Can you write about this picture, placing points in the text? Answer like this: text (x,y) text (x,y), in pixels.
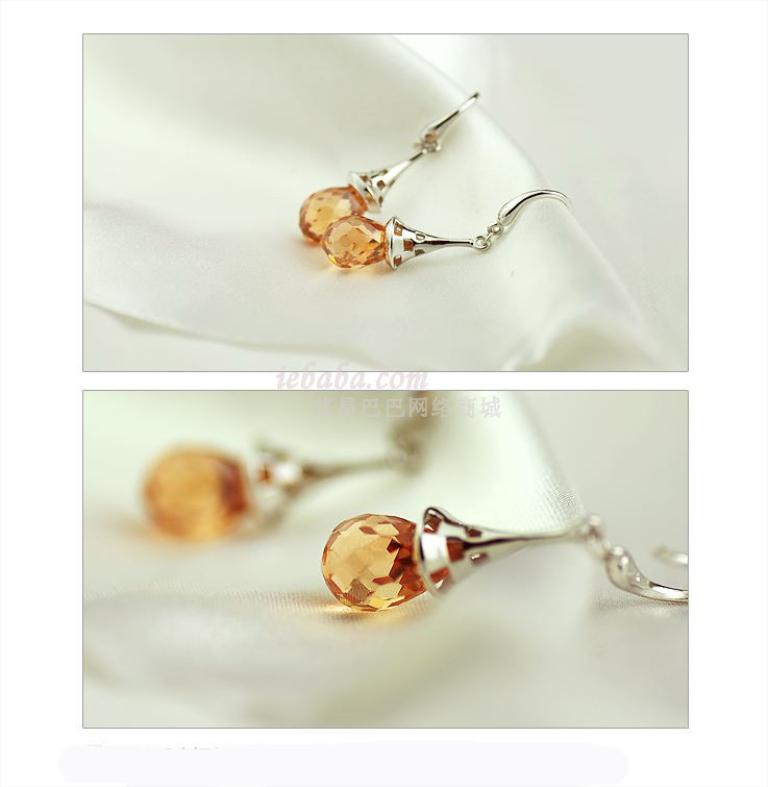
In this picture I can see there are a pair of ear rings (614,551) here and it is in some silver color and it has some orange color gems (364,256) attached to it. It is placed on the white cloth (493,206).
